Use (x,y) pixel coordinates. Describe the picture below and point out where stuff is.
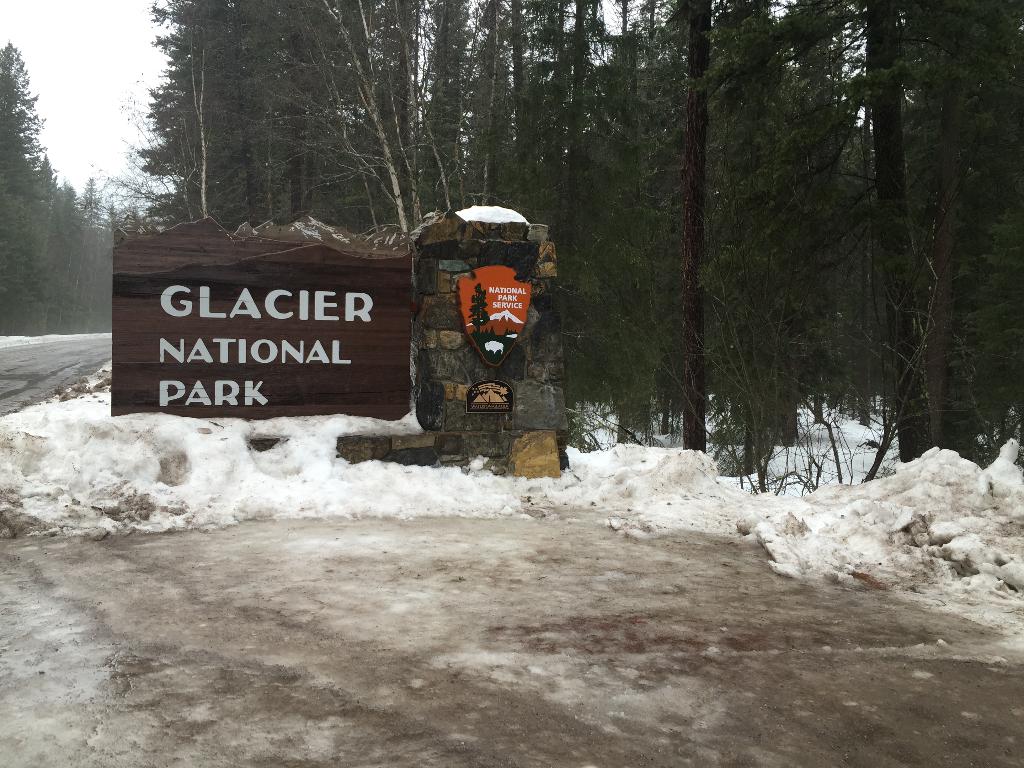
In this image we can see many trees (510,149). We can also see the name (306,297) of the park board (292,370) and also the pillar (502,375). We can also see the road (200,570) and also the snow (454,501). Sky (118,49) is also visible in this image.
